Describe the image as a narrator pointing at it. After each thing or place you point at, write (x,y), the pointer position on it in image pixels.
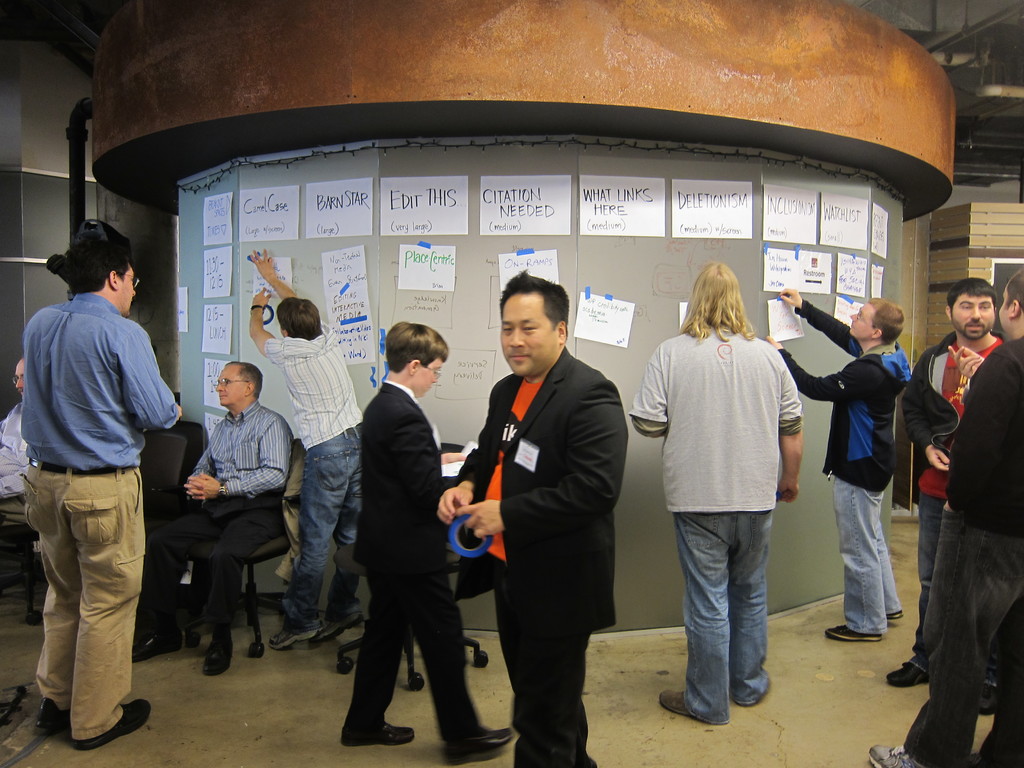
In this image I can see the group of people (509,535) with different color dresses (571,583). I can see few people (231,574) are sitting on the chairs (151,499). In the background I can see the white color papers (343,337) to the wall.
